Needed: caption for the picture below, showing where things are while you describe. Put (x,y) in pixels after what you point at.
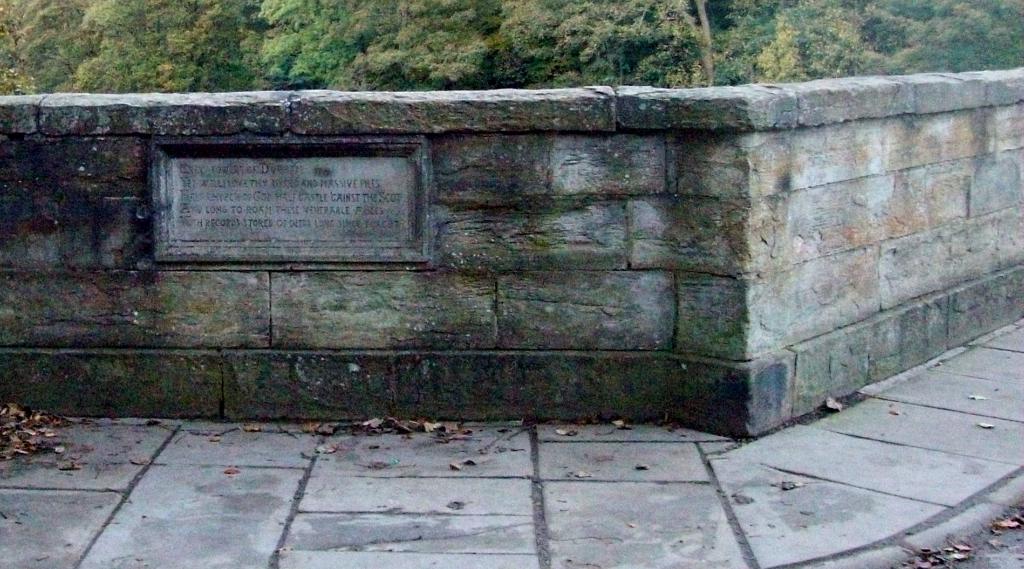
In this picture we can see the wall (685,290). On the bottom (974,548) we can see dry leaves (14,423). On the top (205,70) we can see many trees (594,35).
